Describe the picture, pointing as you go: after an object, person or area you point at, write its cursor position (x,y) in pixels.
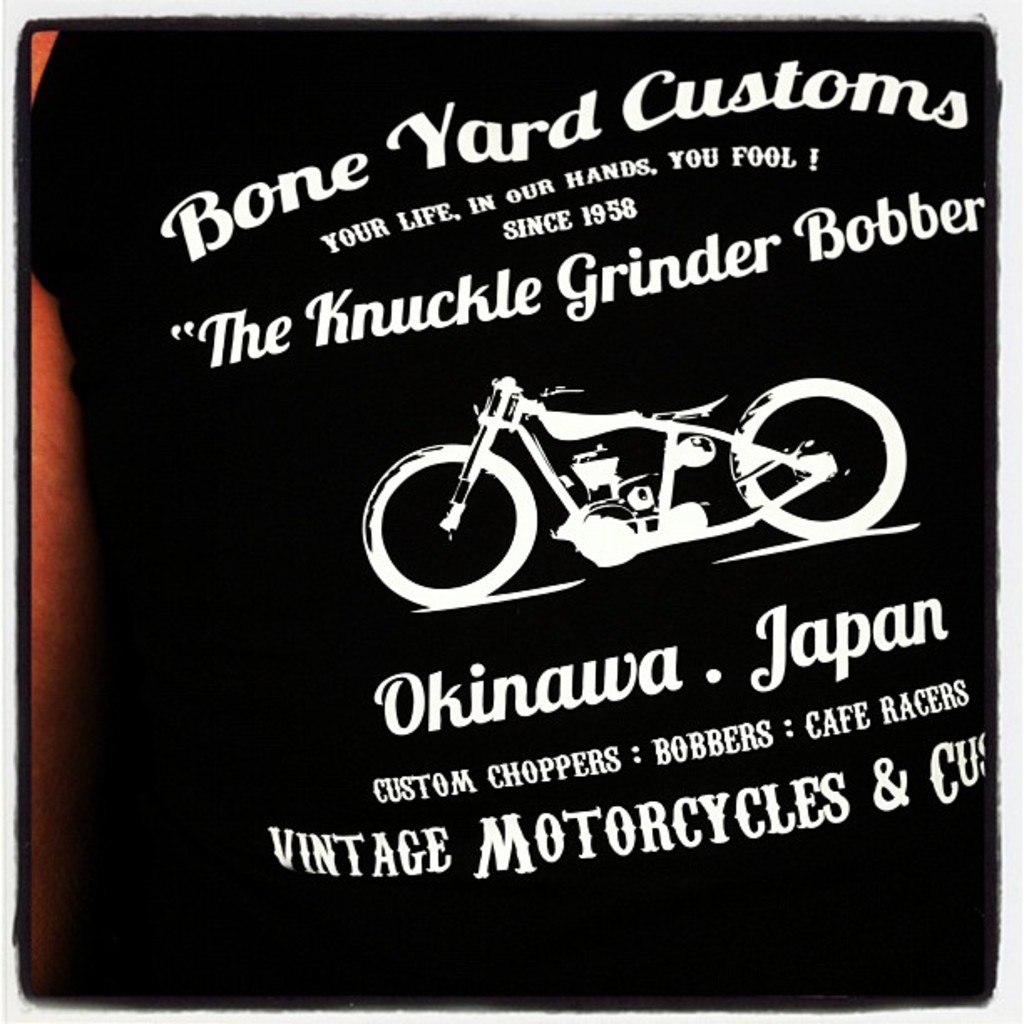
There are paintings (645,479) of a bike (603,477) and texts (732,172) on a black color T-shirt (603,646).
